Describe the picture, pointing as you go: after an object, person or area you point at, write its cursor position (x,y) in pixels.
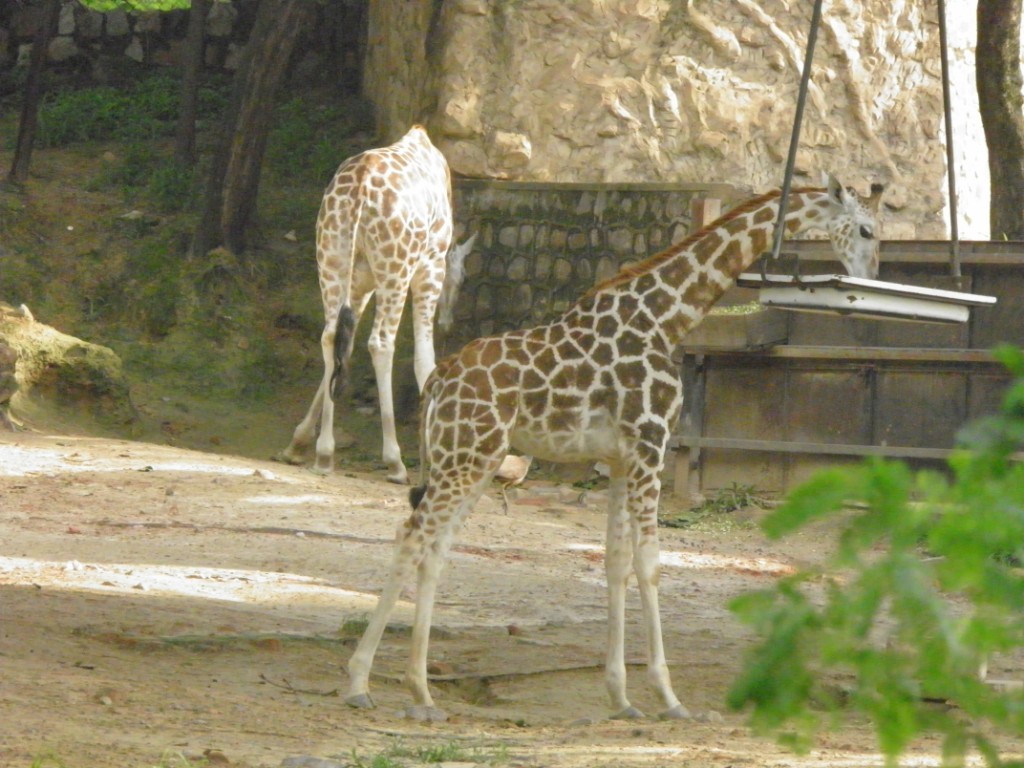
There are giraffes (433,274). In the back (587,135) there is a brick wall (650,192). On the right side (959,301) there is a vessel (875,291) hanged with ropes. In the background (186,71) there are trees (243,90).
